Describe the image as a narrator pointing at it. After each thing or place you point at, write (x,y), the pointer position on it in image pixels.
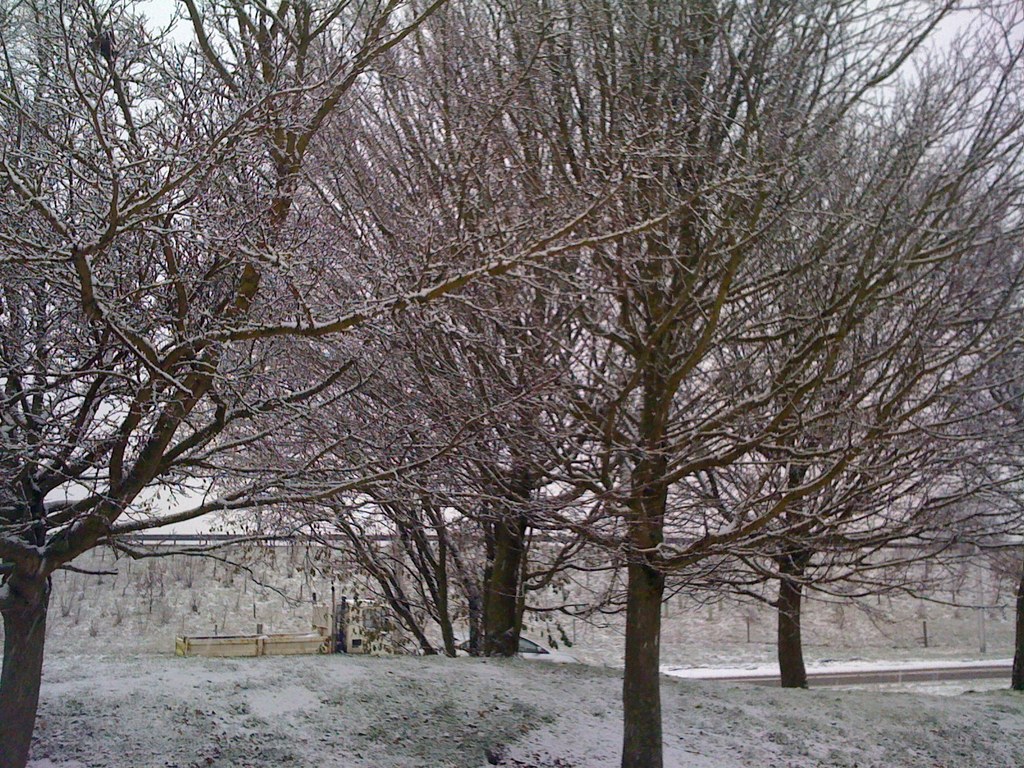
In this picture we can see bare trees (678,504).
